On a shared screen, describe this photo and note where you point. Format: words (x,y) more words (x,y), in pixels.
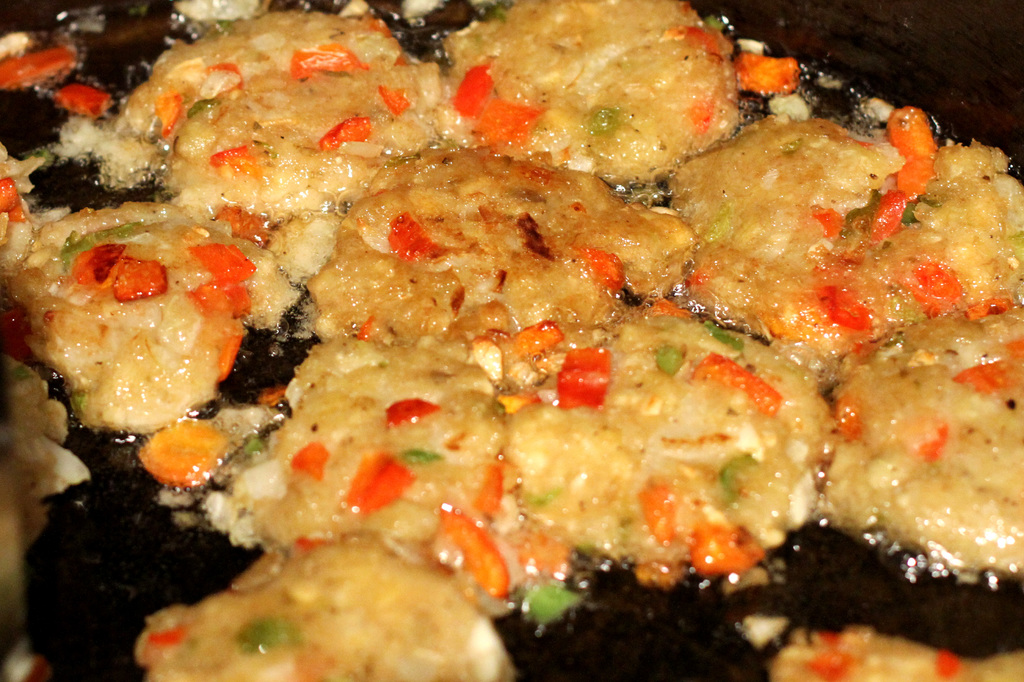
In this image, we can see some food items (139,110) in the oil (443,21).
